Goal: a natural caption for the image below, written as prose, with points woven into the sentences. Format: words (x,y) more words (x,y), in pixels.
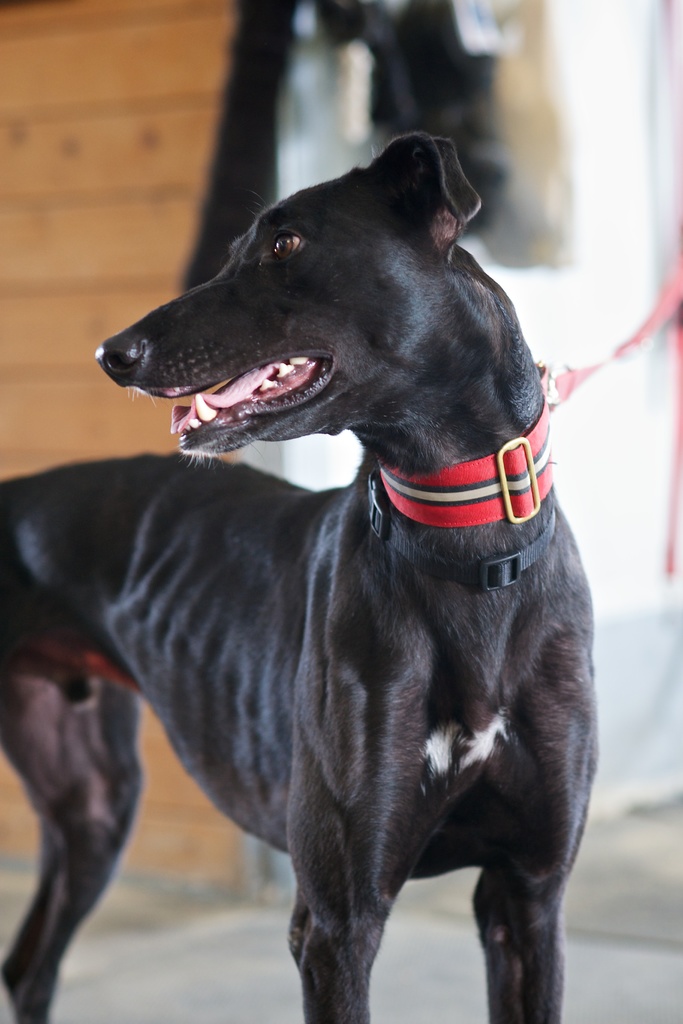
In this image I can see a dog (437,350) on the floor (579,859). In the background (675,694) I can see a wall (308,140) This image is taken may be during a day.
